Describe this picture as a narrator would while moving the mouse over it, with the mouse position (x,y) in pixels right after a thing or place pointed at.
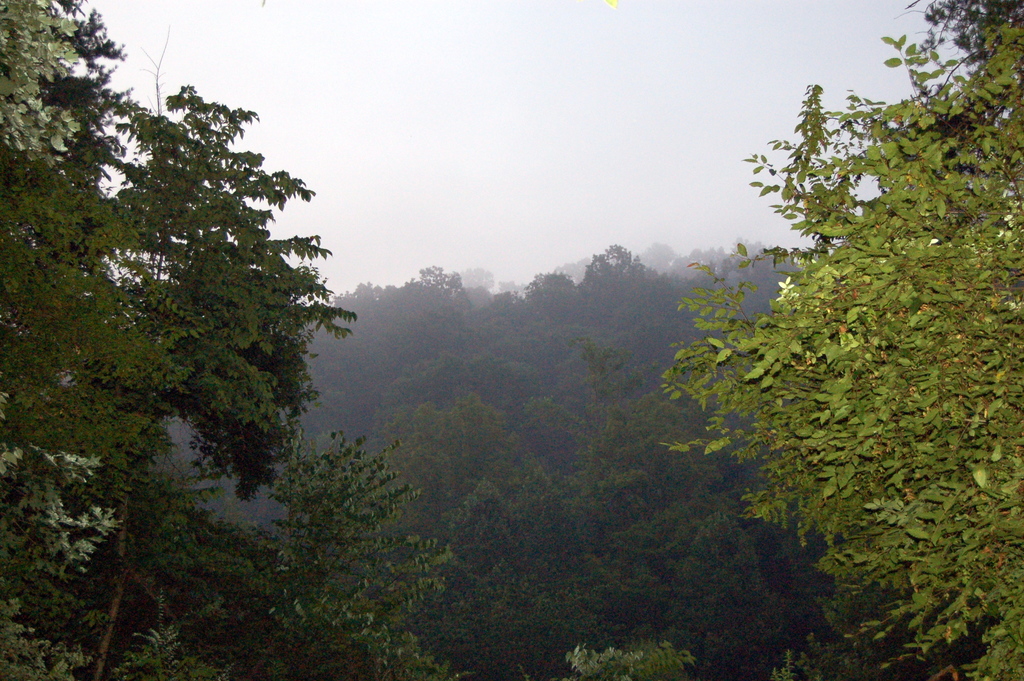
In this picture we can see trees (274,641) and in the background (416,148) we can see the sky (494,132).
